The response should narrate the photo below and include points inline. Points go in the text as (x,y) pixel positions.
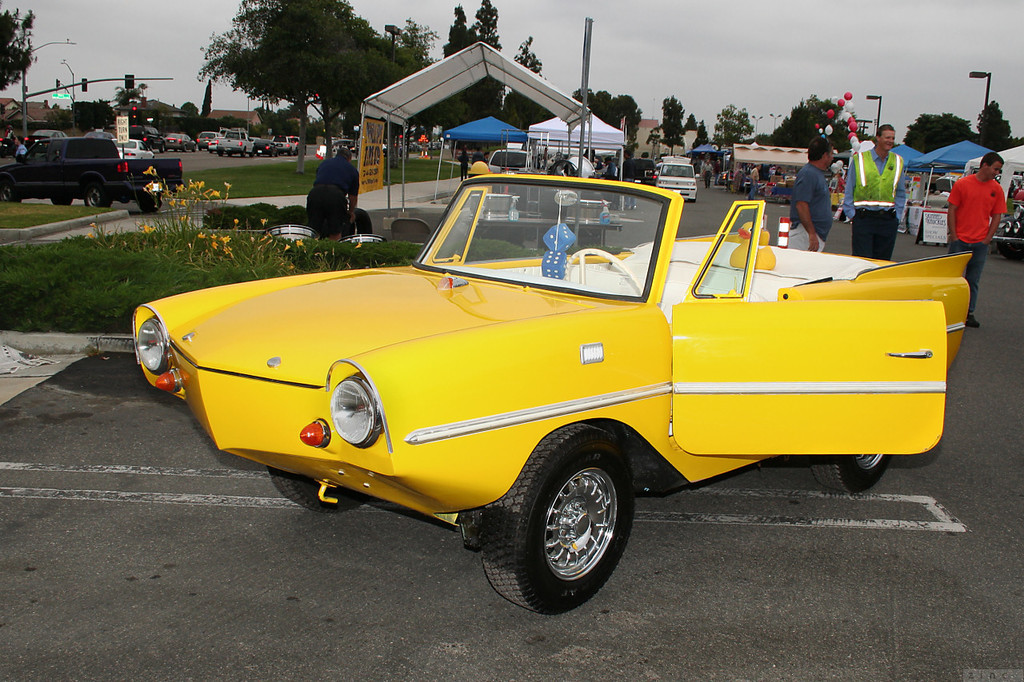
In this picture we can observe yellow color car (501,420) on this road (852,603). We can observe three members (950,221) standing. There are some tents (481,124) which were in blue and white colors. On the left side (191,138) we can see some cars (233,141) here. In the background (88,126) there are trees (359,61), poles (587,50) and balloons (852,109). We can observe sky (136,8) here.
